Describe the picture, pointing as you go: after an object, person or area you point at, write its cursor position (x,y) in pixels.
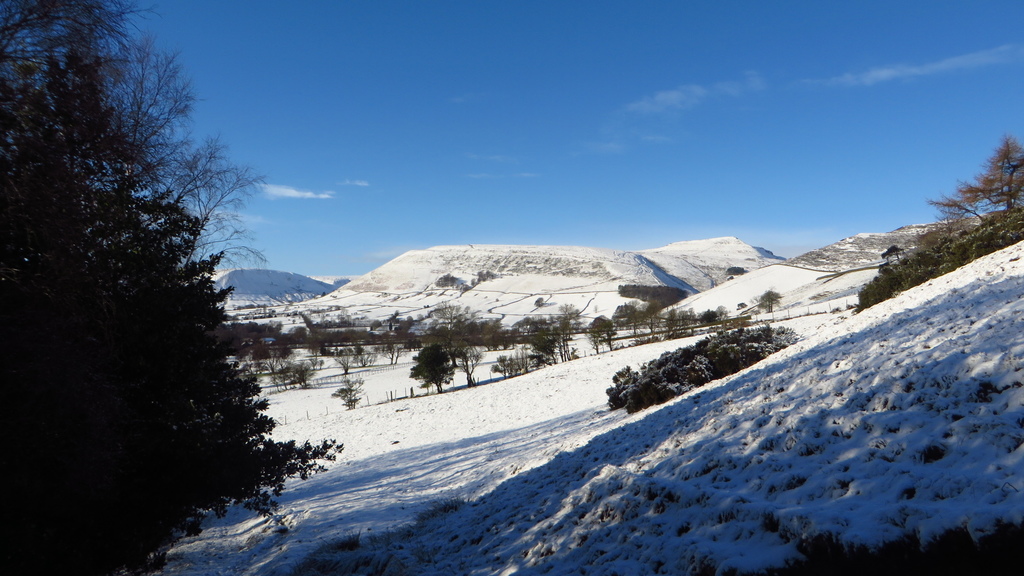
In this image there are snow mountains (588,296) in the middle (590,280). On the left side (111,277) there is a tree (78,340). In between the mountains (409,295) there are trees (419,360) in the snow (448,448). At the top (498,86) there is the sky (495,86).
